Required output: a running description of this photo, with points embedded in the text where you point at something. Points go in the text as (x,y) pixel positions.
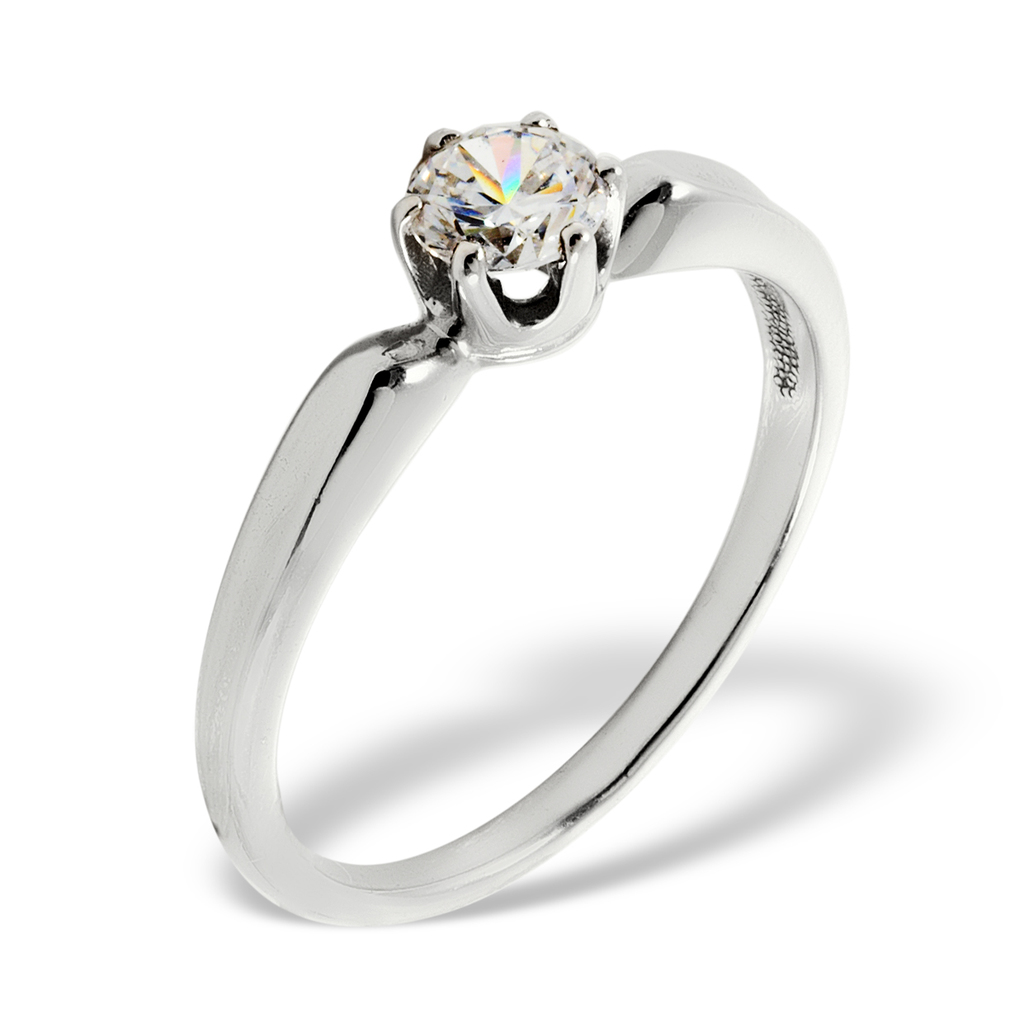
In this image I can see a white color ring (744,498).
